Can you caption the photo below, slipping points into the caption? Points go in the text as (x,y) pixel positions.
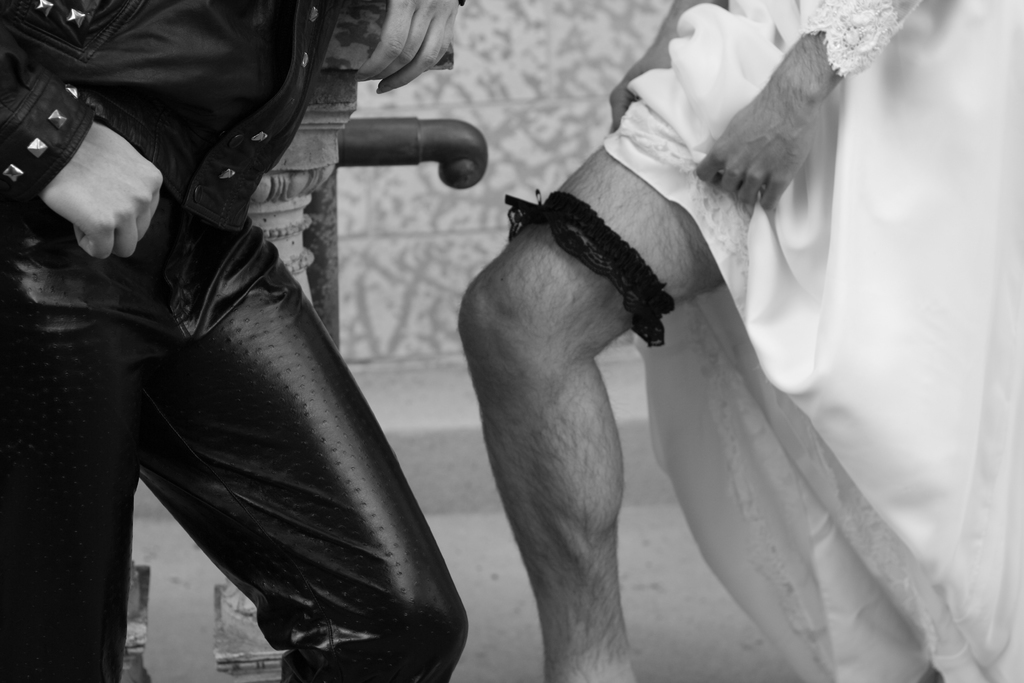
In this image we can see the legs (10,286) of two persons (255,141). Here we can see a person (248,281) on the left side (247,140) is wearing a black color jacket (198,79) and a pant (298,438).
